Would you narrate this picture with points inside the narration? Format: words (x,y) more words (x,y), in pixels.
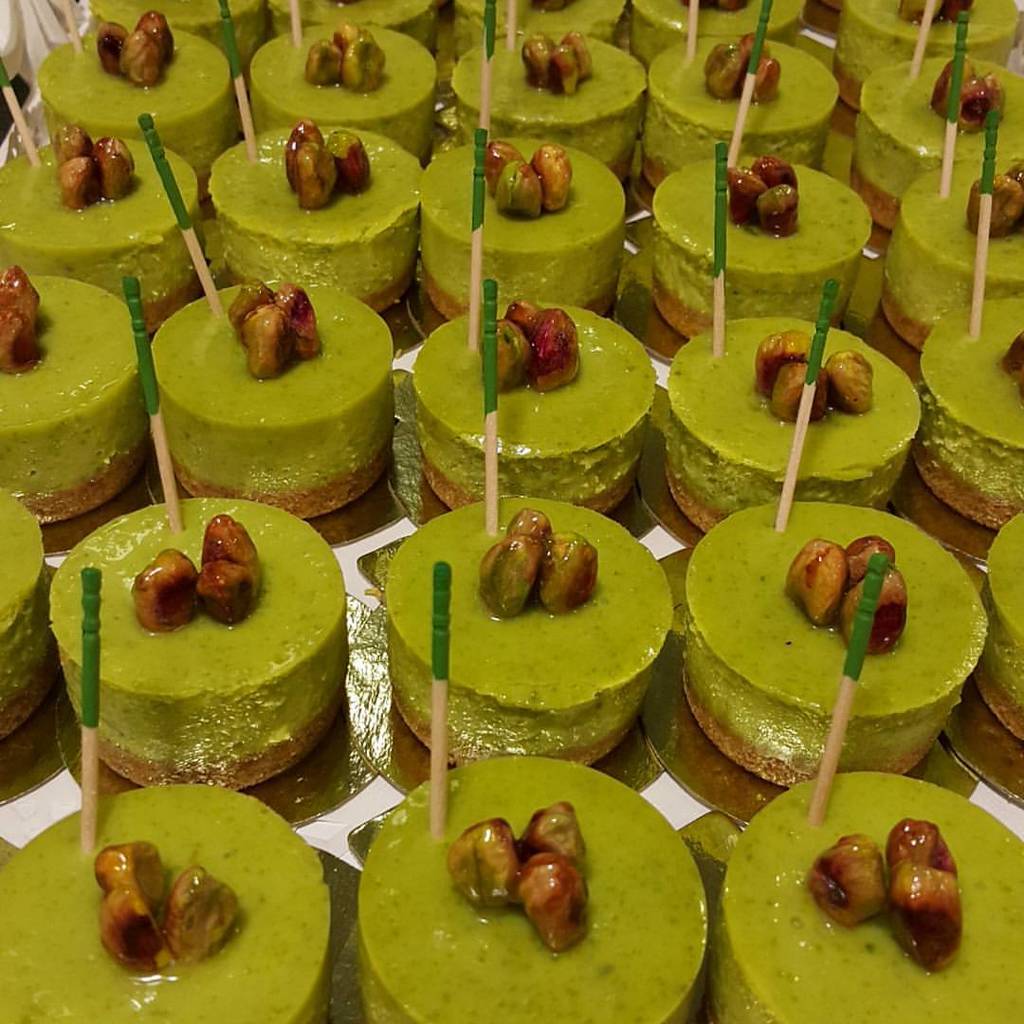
In this image there are food items (450,256). On top of it there are wooden sticks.
